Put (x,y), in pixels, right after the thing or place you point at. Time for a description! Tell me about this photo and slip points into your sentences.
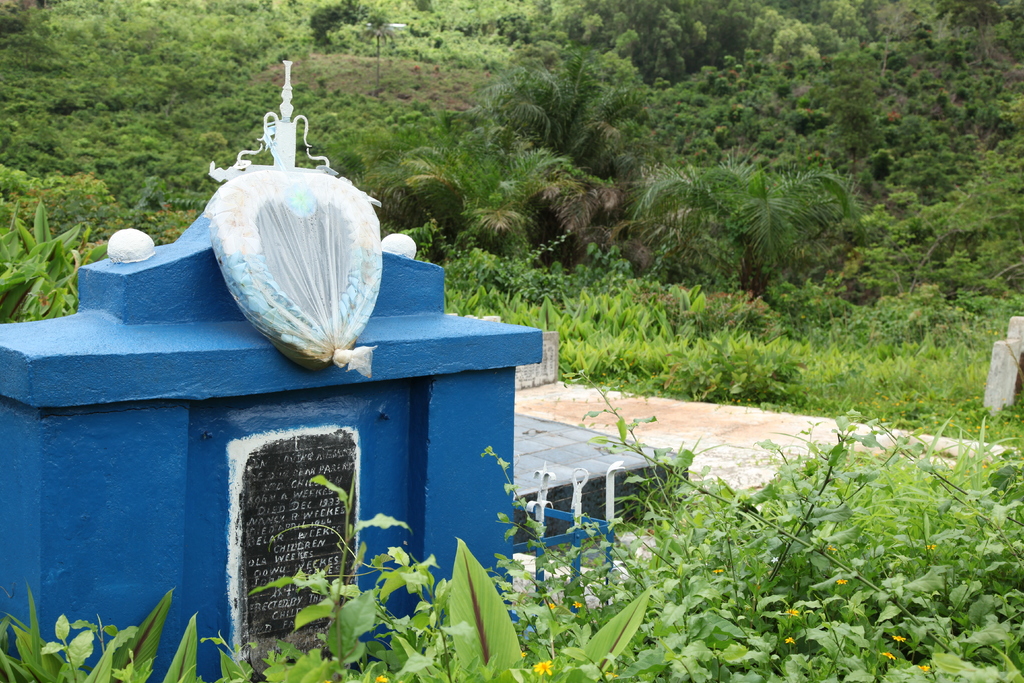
In this picture we can see trees (138,72) on the background (552,72) and this is a pole (376,63). In Front of the picture we can see plants (588,643). This is a flower (542,670). We can see a wall (487,424) painted with blue paint colour (321,383). This is a marble stone (331,539) and there is something written on it. This is a garland (267,285) packed in a polythene cover (281,200).
